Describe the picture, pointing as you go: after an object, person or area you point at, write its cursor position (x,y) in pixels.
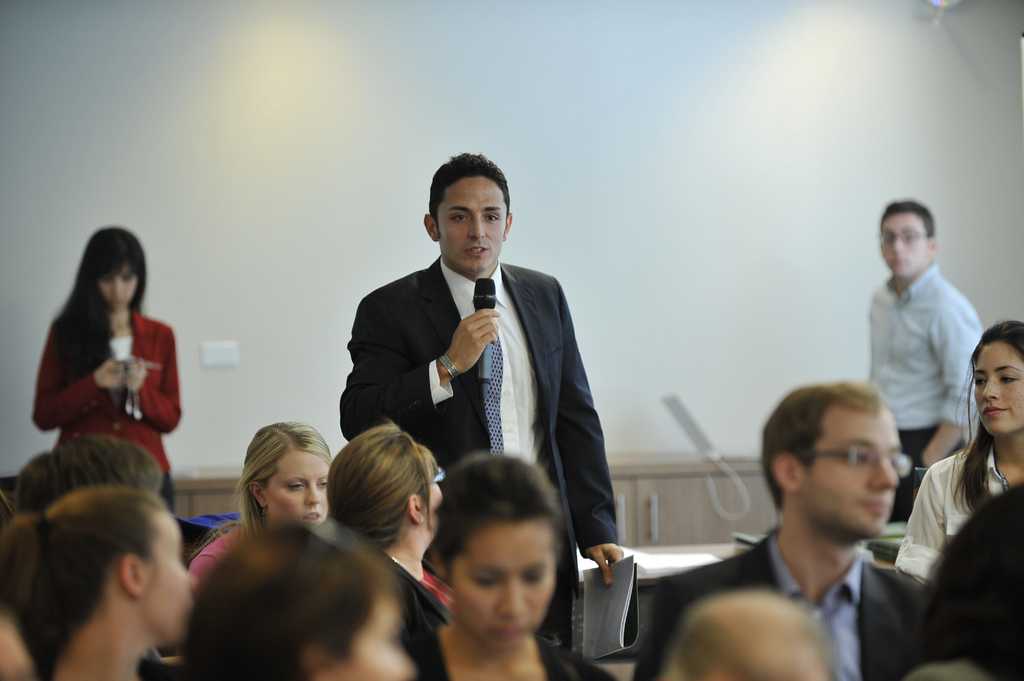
This picture consists of persons (707,593), in the middle (418,395) I can see a person (380,291) holding a mike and book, in the background (645,439) I can see the wall (900,91) and I can see a table (682,518) in front of the wall (113,152).
